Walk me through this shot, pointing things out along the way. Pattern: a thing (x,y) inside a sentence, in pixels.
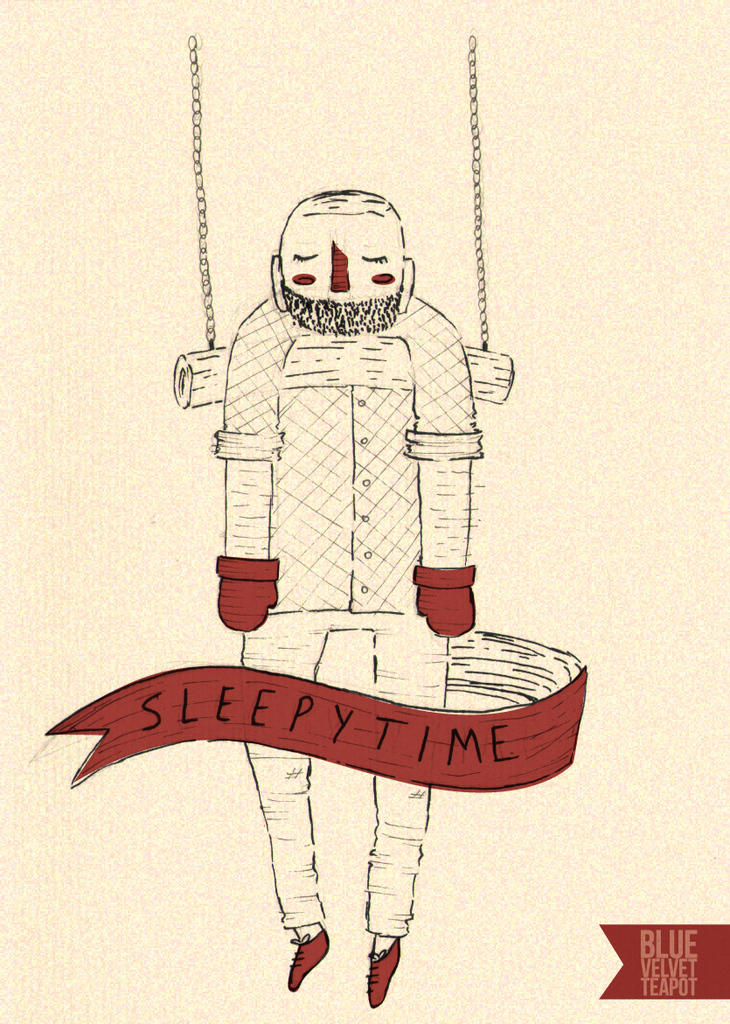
In this picture we can see a sketch (359,568) of a person (355,518), we can see some text (456,730) here.
